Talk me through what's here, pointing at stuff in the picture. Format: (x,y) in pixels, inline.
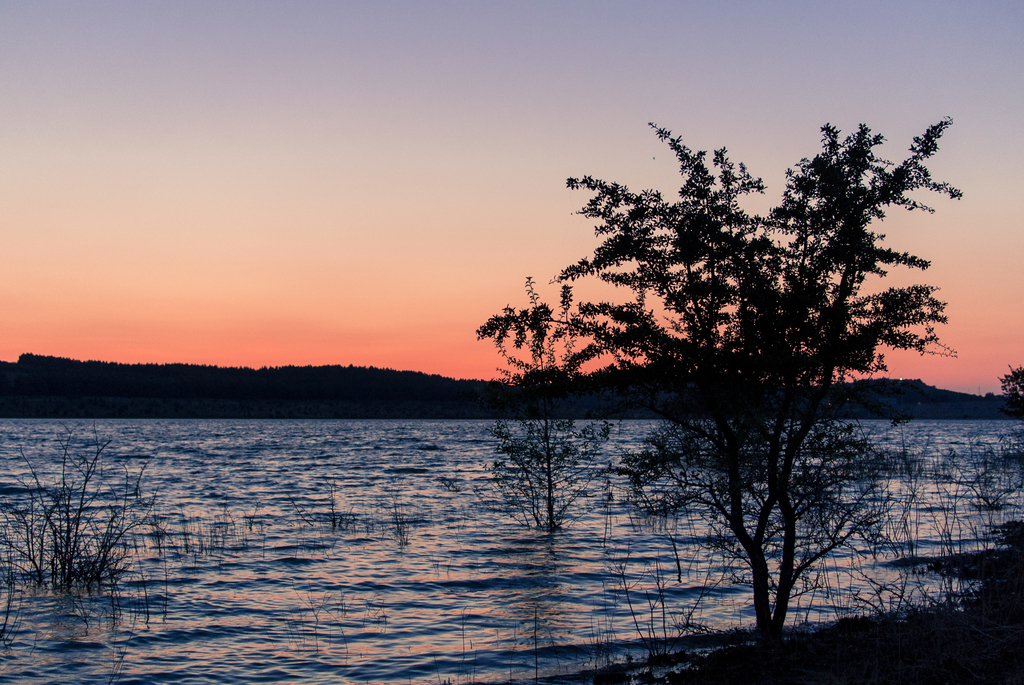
In this picture I can see the lake (402,475). On the right (894,675) we can see the trees (746,340) and plants (873,628). In the background (138,400) I can see the mountain (141,414). At the top (607,137) I can see the sky (322,102).
